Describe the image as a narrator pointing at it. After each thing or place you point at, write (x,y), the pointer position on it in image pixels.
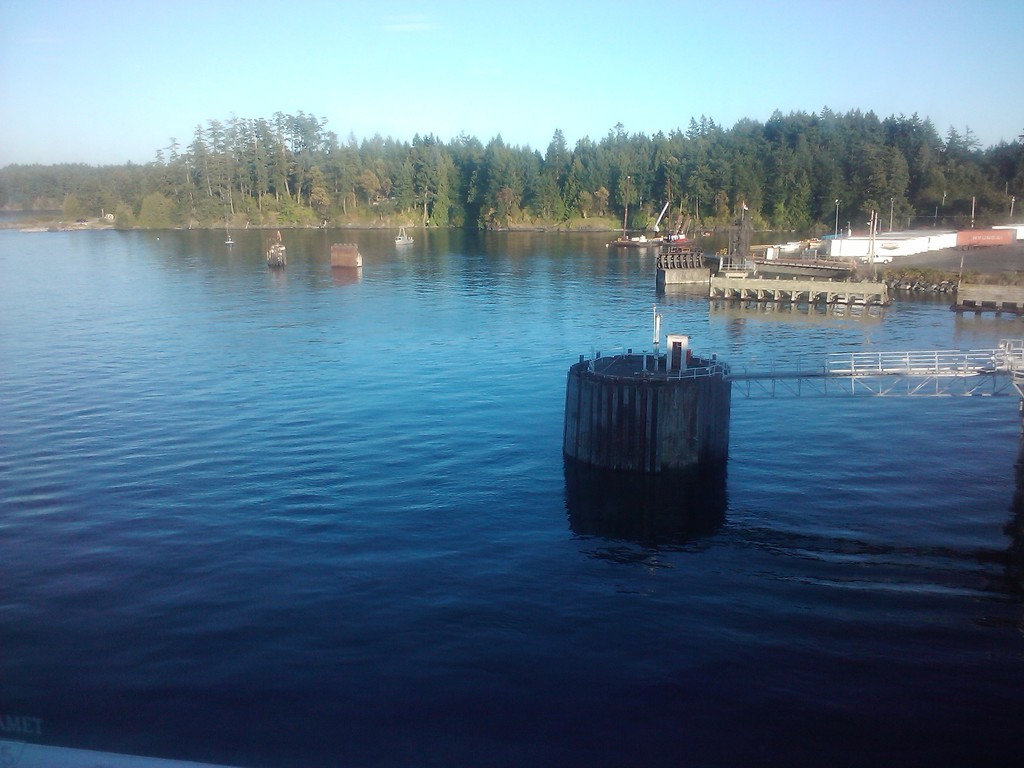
In this image I can see few boats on the water (475,442). To the right (911,255) I can see the containers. In the background (453,187) I can see many trees (413,166) and the sky (280,83).
